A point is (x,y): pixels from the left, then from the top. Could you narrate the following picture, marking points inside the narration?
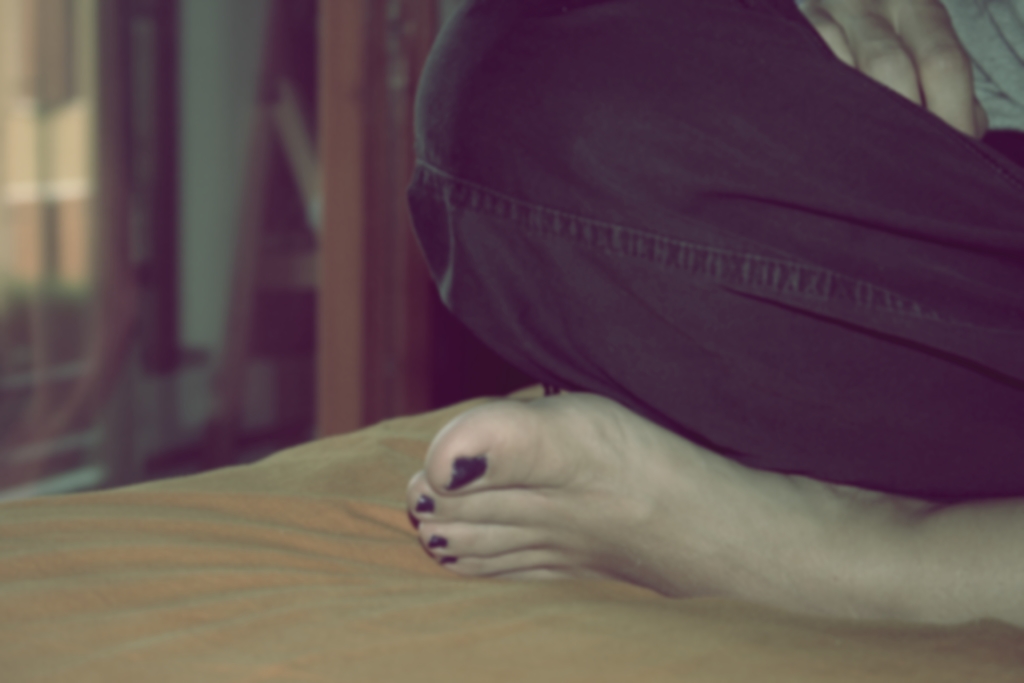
On the right side (839,149), there is a person (1014,26) in a pant (870,229), sitting on an object (561,605), which is covered with a cloth (332,578). And the background (404,9) is blurred.
